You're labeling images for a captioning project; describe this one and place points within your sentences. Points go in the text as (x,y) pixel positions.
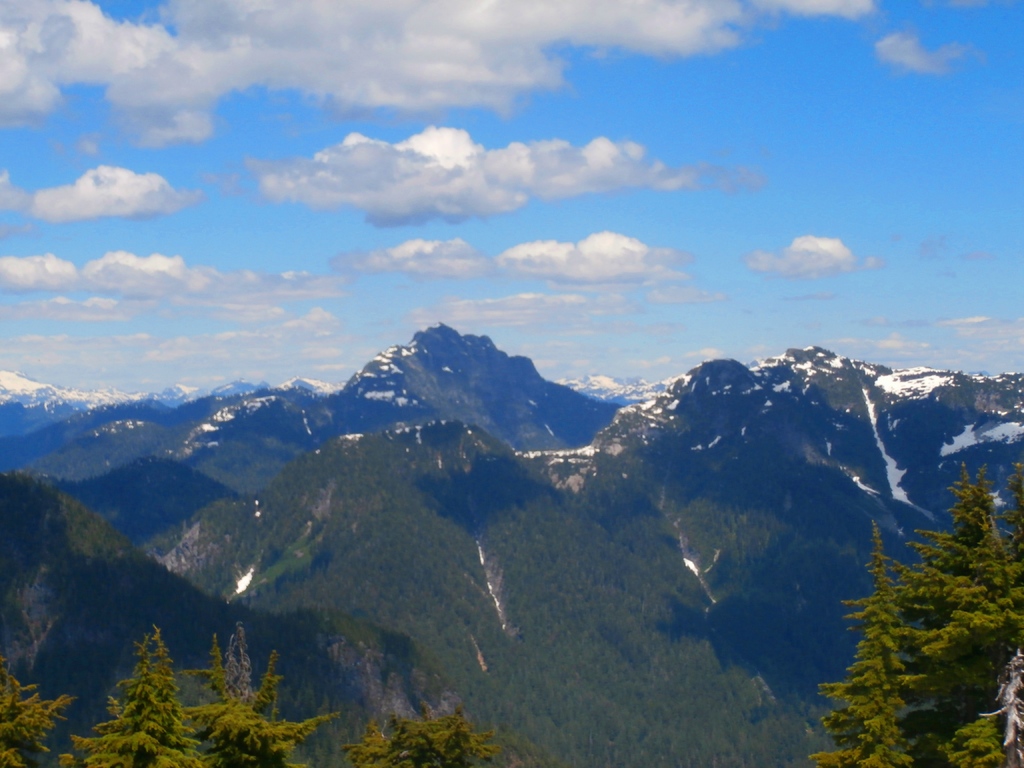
There are trees (579,761), hills (616,433) and sky (591,202). On the hills (785,432) there is snow (878,447).
